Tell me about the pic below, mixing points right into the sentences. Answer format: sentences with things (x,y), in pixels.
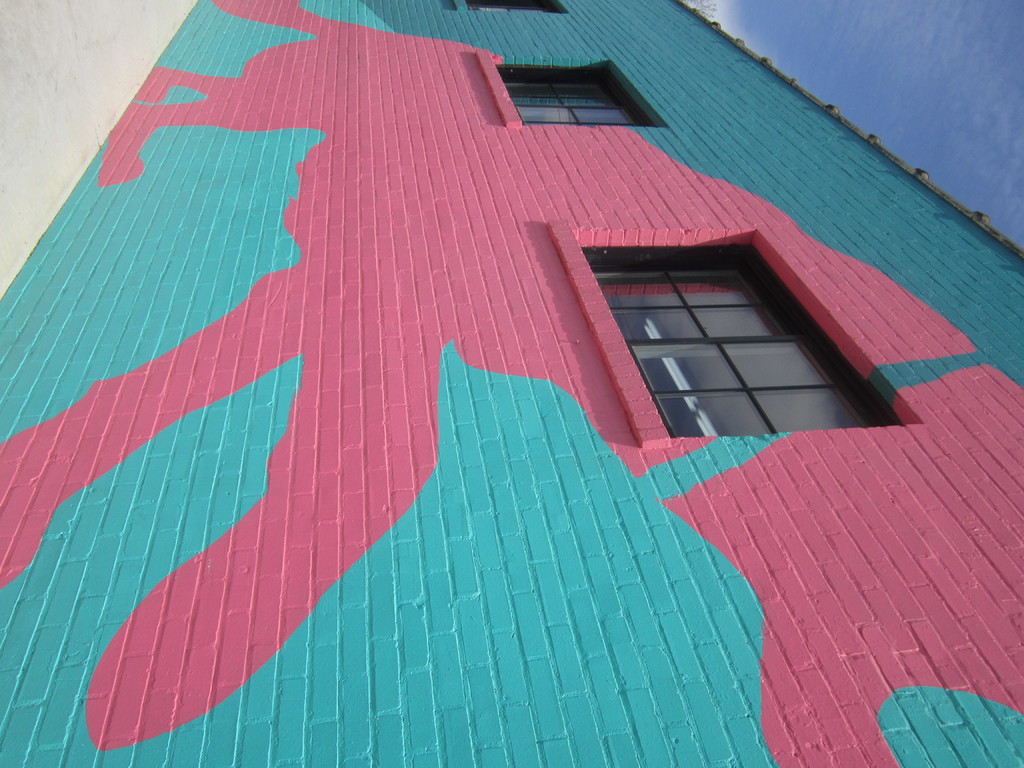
In this image, I can see a building (405,342), windows (747,357) and the sky (900,127). This image taken, maybe during a day.
